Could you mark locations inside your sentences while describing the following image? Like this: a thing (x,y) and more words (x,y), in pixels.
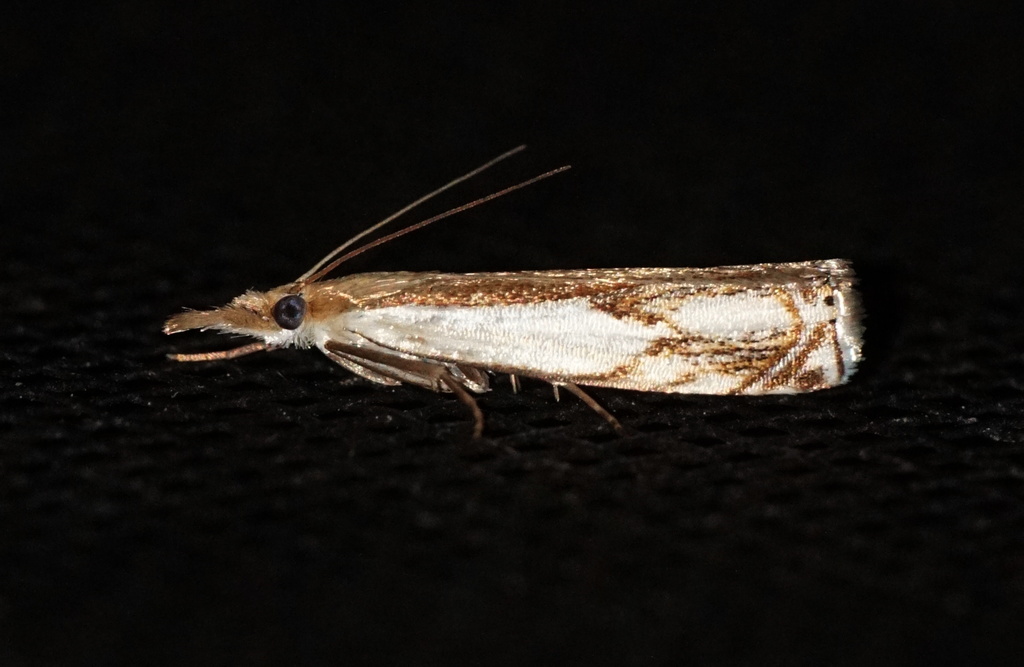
In this image the background (665,109) is dark. In the middle of the image (570,318) there is a moth (510,333).
